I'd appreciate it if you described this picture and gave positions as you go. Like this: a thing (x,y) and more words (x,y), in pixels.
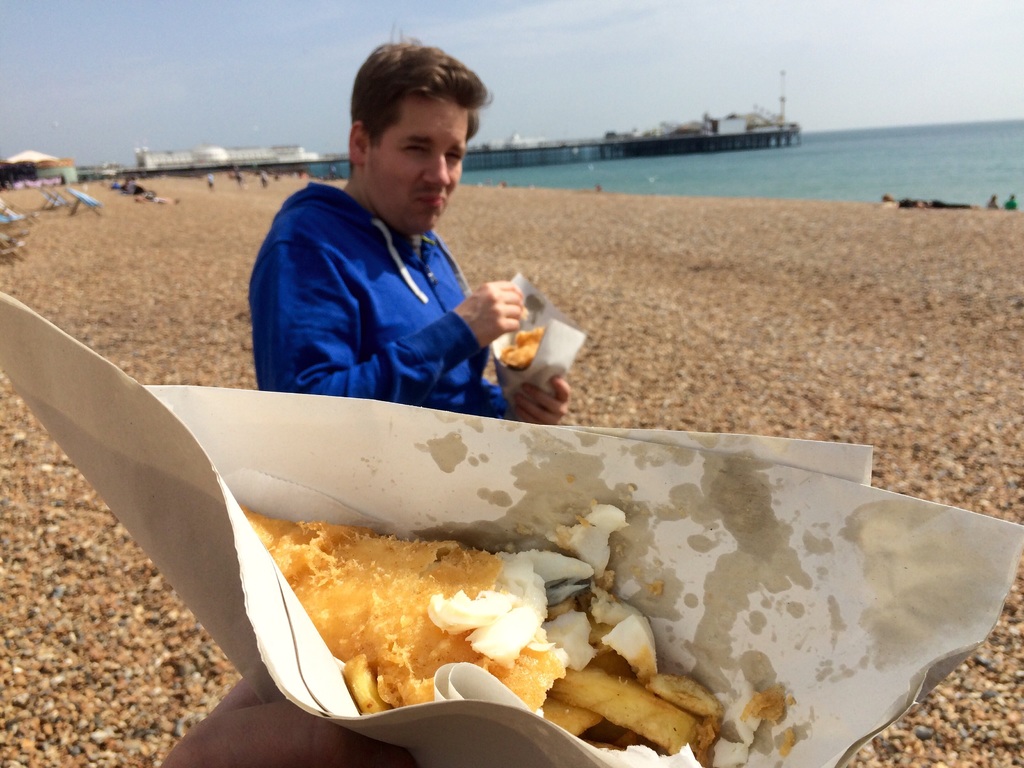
In this image, we can see a person (316,302) beside the beach (628,354) holding some food (520,345). There is a hand (292,725) at the bottom of the image (294,735) holding some food (499,653). There is a bridge (597,151) and sky (547,81) at the top of the image (537,52).
